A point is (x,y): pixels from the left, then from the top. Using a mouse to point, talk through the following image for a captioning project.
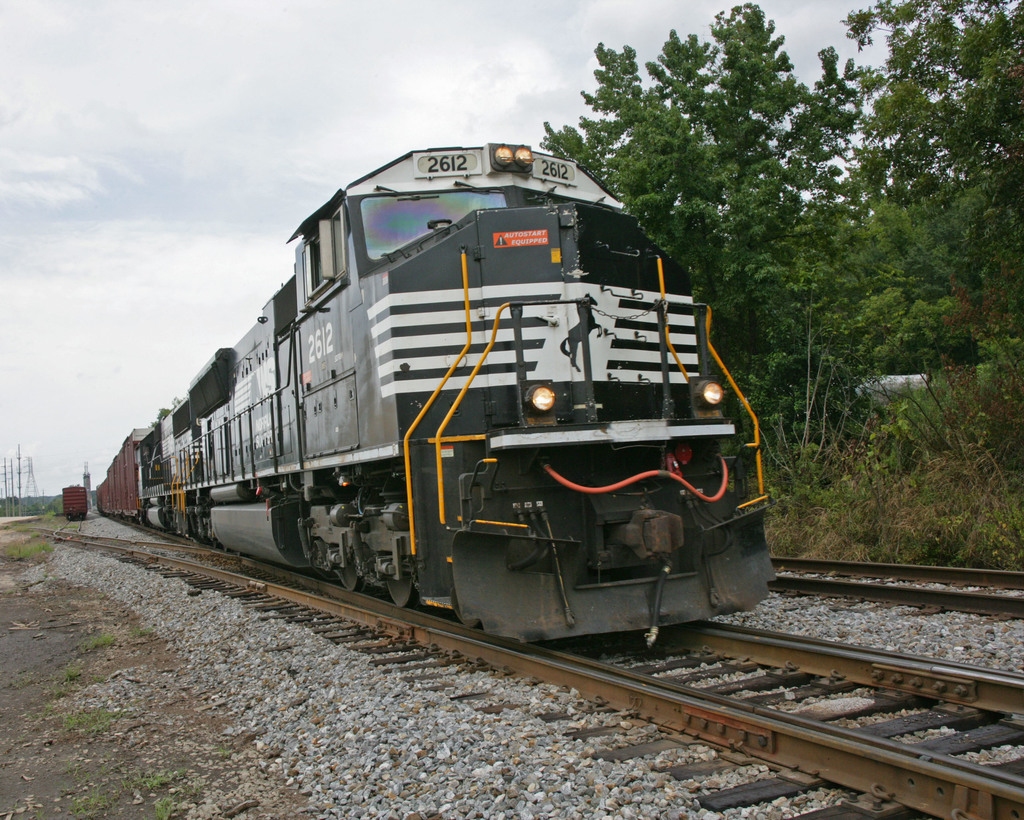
In this image there is a train (336,430) on the railway track (188,548). At the bottom (285,631) there are stones (205,674) on the ground (183,661). On the right side (787,223) there are trees (774,208). At the top (201,132) there is the sky (153,120).
